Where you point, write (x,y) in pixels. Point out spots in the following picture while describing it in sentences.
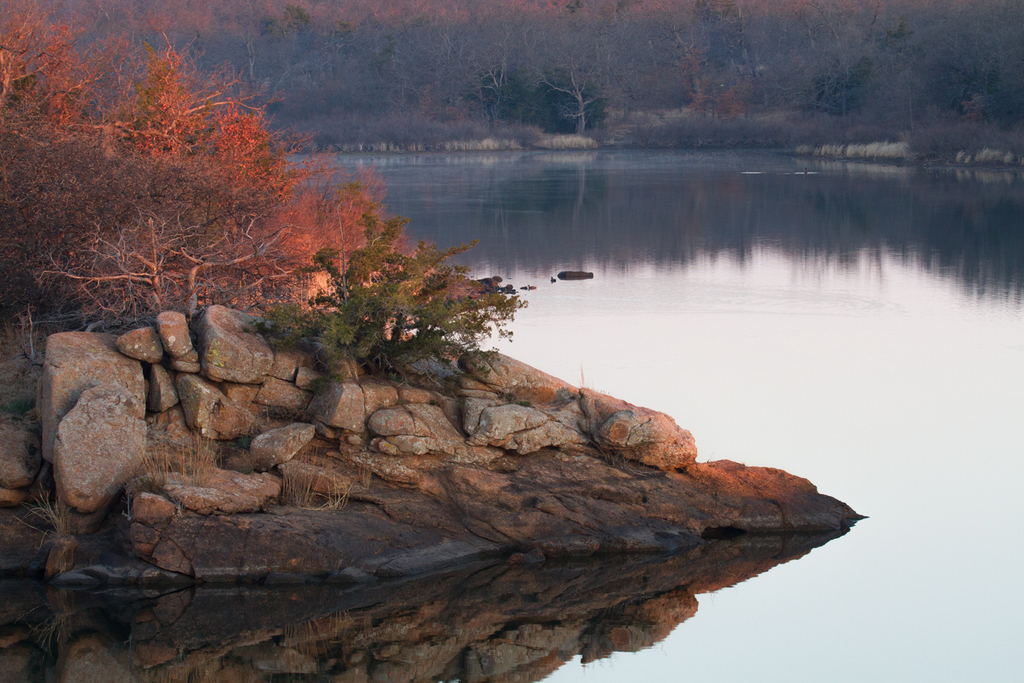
In this image on the left (265,373), there are stones (315,453) and trees (154,160). On the right (753,211), there are trees (613,98), plants (709,106), water (887,428).
